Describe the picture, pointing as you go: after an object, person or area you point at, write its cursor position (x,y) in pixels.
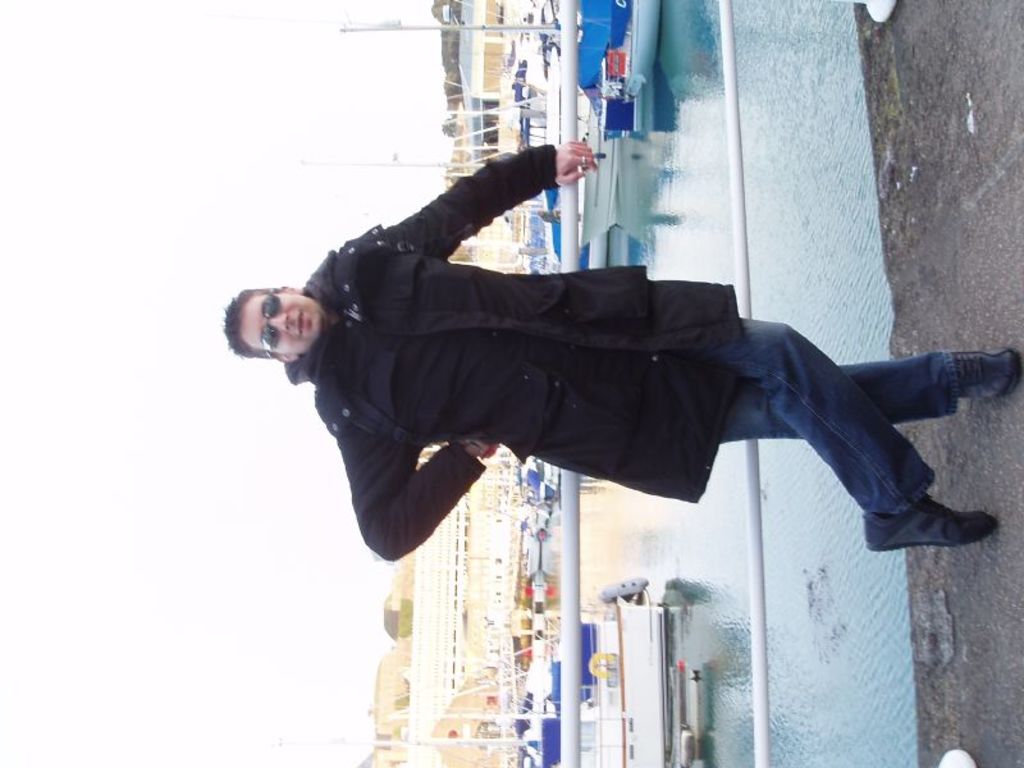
In this image we can see a person (435,339) standing beside the railing (567,557), there are some boats (543,649) on the ocean (695,536), there are houses (505,86), also we can see the sky (77,217).
